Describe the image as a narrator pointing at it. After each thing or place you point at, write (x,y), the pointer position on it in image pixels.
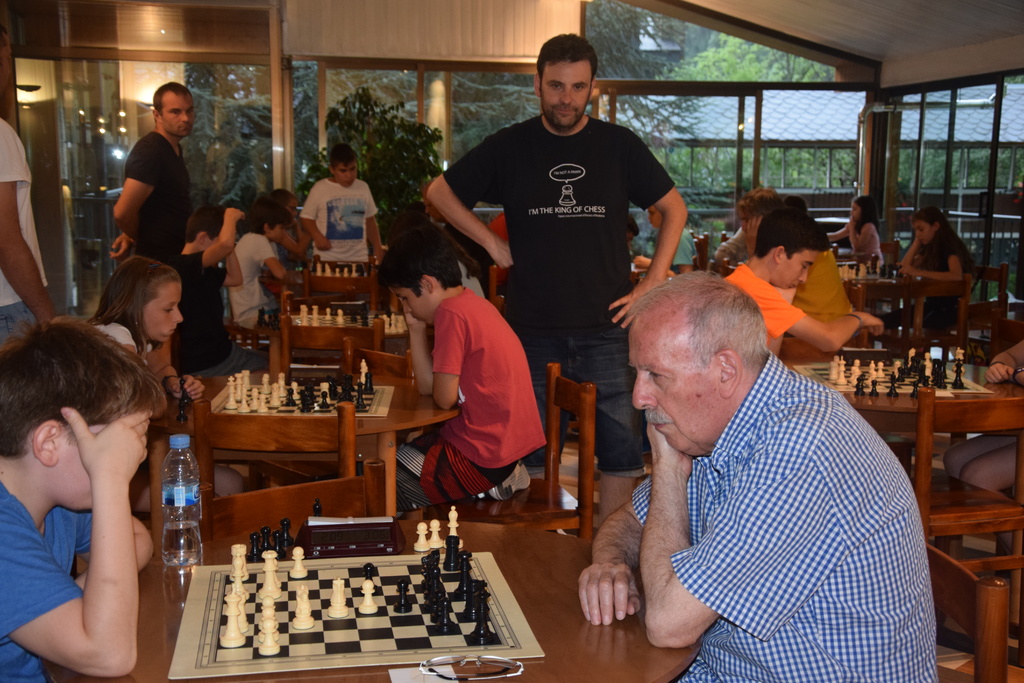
There are many people (150,303) are sitting and playing chess. There are many tables (553,591) and chairs (994,586). On the table (540,608) there are chess boards (355,624), pieces (269,562) and bottle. Some people (174,162) are standing. In the background (432,68) there are glass wall (716,106), trees (653,72), plants (401,163).
